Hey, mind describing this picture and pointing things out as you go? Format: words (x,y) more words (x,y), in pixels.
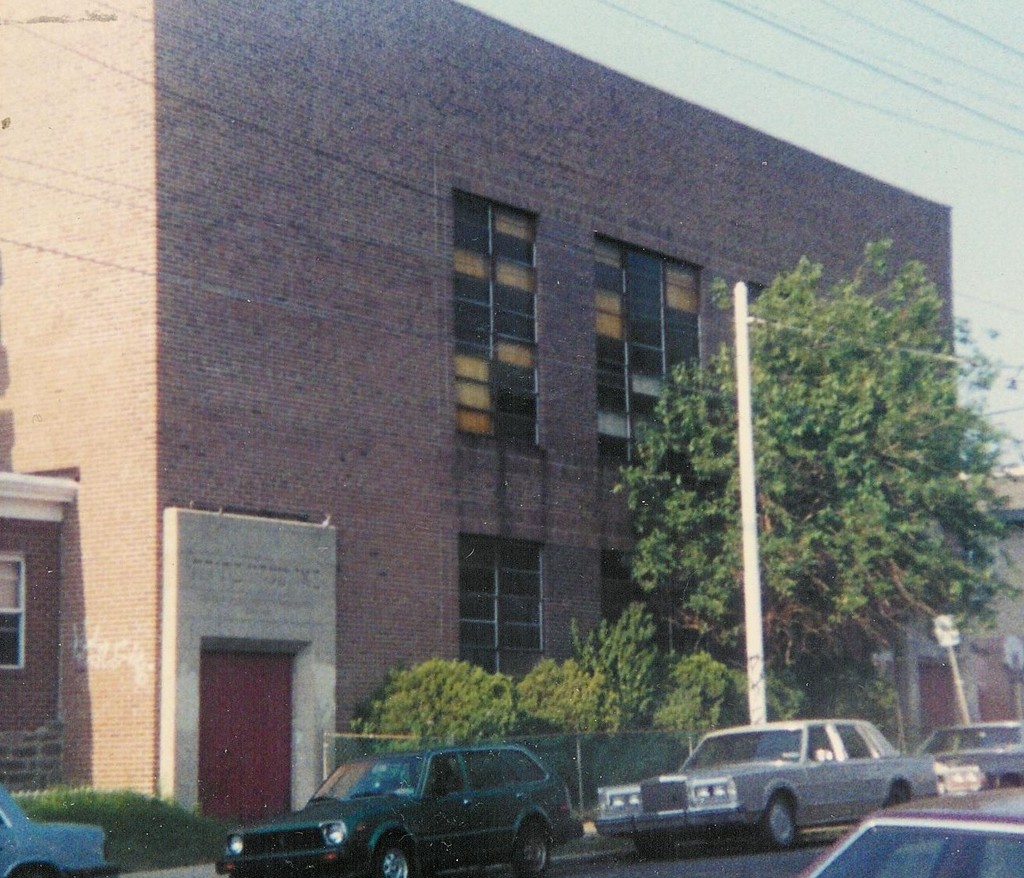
In the foreground (323,632) I can see fleets of cars (808,785), trees (586,689), fence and a building (602,610) on the road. On the top right (755,127) I can see the sky (825,90). This image is taken during a day.
